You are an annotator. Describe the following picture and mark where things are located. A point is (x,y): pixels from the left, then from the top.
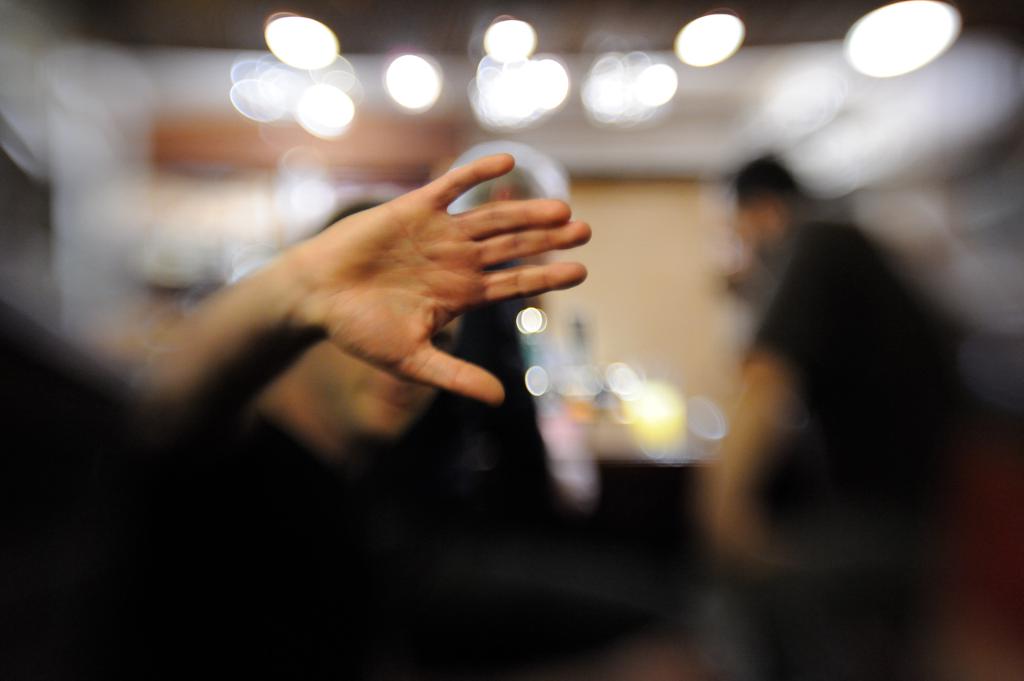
In this image we can see some person's hand (408,291) and the background of the image (644,459) is blurred.
